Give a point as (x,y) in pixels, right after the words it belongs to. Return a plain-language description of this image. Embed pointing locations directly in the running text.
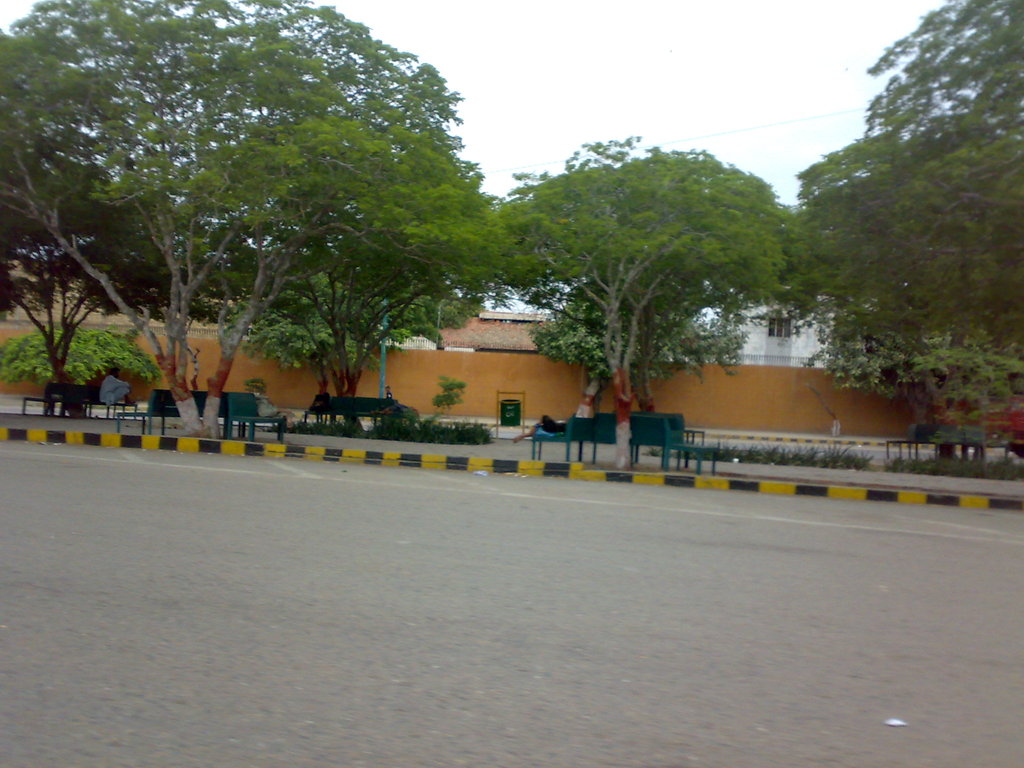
The picture is taken outside a city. In the foreground of the picture (312,511) there is road (446,597). In the center of the picture (456,272) there are trees (206,416), benches (656,419), pavement (523,452), plants (822,454), dustbin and a person (128,382) sitting. Behind the wall (474,354) there are buildings (757,330). Sky (628,90) is little bit cloudy.
